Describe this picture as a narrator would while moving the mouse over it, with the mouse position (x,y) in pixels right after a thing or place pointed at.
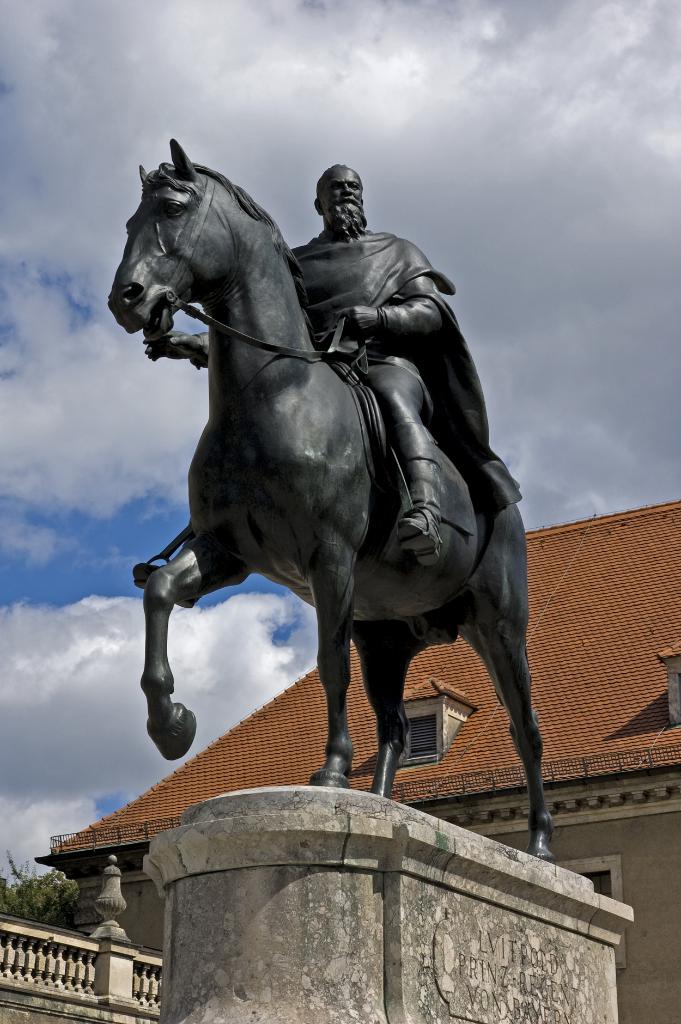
In this image there is a statue of man (380,386) sitting on a horse (328,513). The color of the statue (339,452) is black. There is house (502,719) behind the statue (265,496). The sky (401,177) is cloudy.
